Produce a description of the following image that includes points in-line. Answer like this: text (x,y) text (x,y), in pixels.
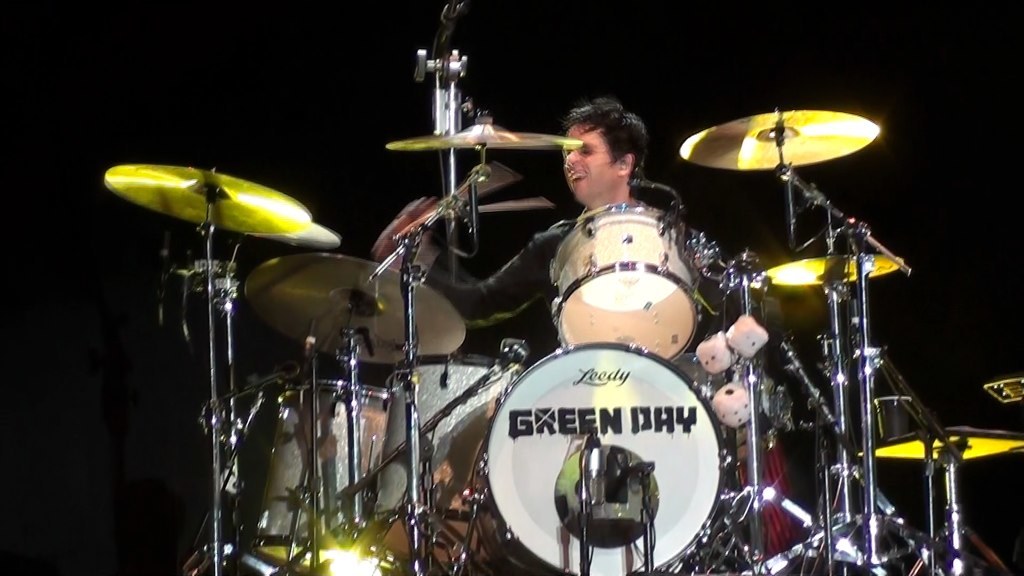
Here in this picture we can see a person (519,274) playing drums (537,397), which are present in front of him over there and we can also see a microphone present in front of him.
